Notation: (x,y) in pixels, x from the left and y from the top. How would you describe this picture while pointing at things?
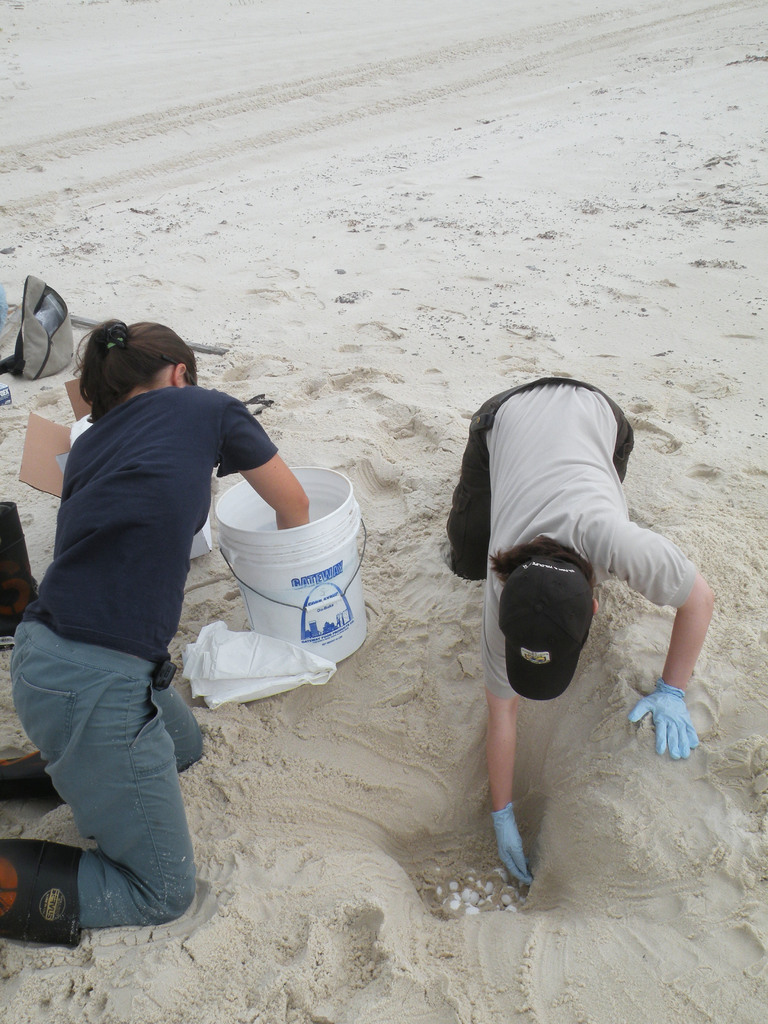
In this picture I can observe two members (621,541) on the land (257,964). In the middle of the picture (323,529) I can observe bucket (280,551) which is in white color.
